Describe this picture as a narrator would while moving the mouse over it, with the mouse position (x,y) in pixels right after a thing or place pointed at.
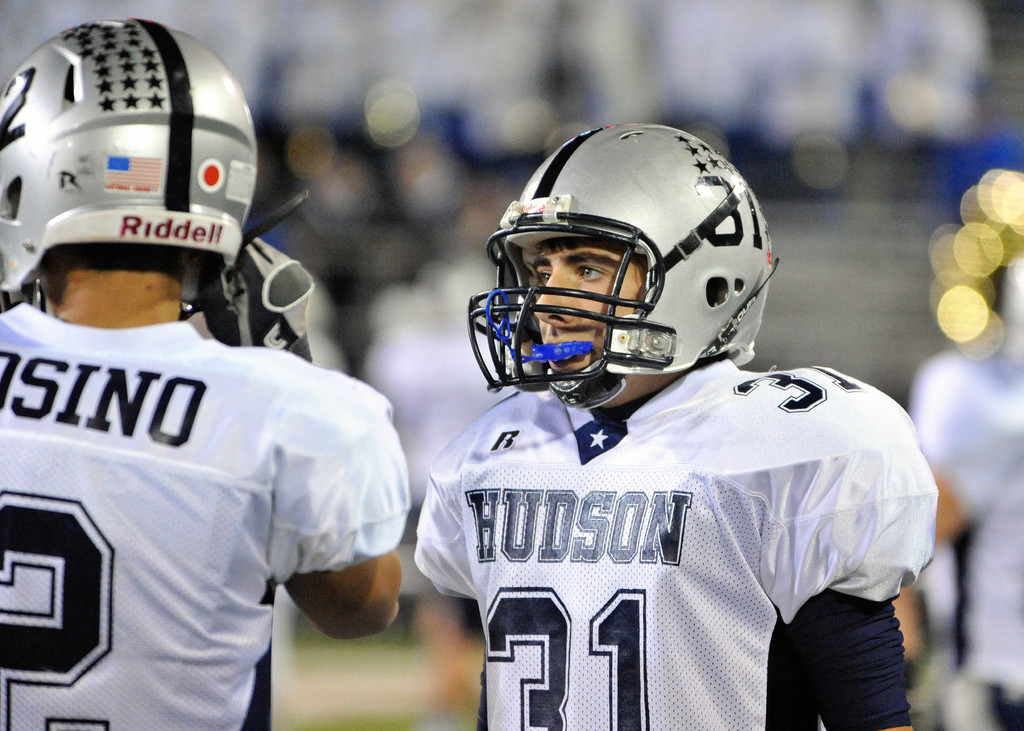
This image consists of two persons (660,424). They are wearing the same dress (504,546), they are wearing helmets (76,130).
